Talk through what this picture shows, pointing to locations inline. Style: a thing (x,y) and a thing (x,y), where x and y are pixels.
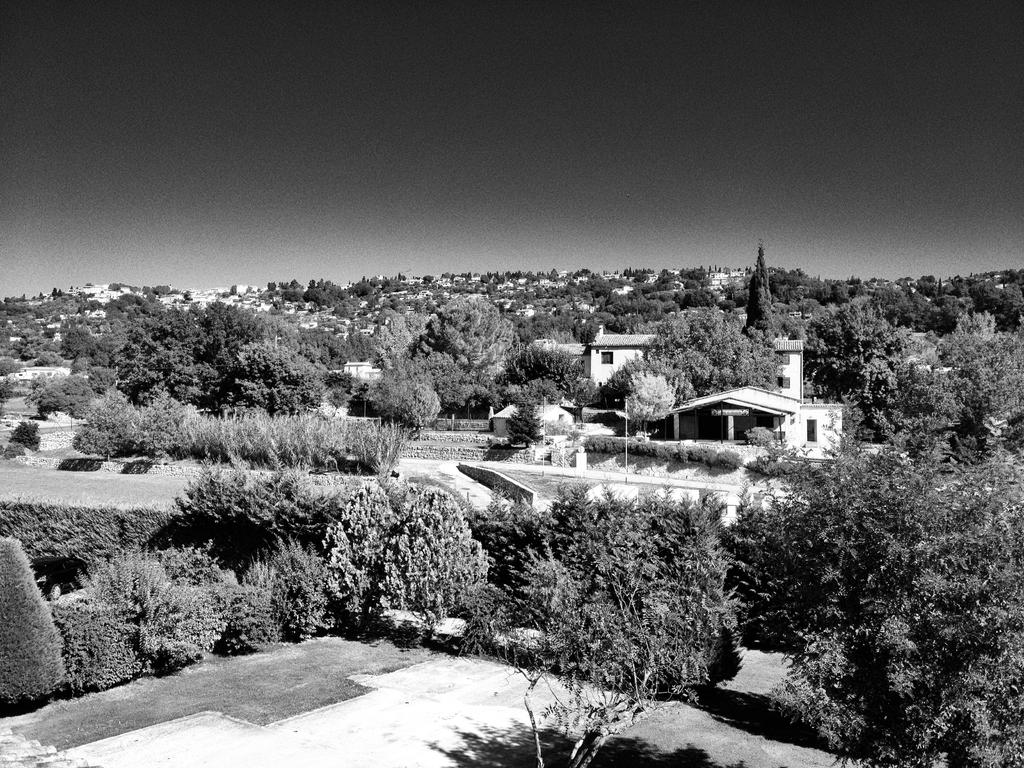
This is a black and white image. We can see some trees (19,628), plants (752,502) and houses (820,413). We can see the ground (445,732). We can see the sky (587,220).
